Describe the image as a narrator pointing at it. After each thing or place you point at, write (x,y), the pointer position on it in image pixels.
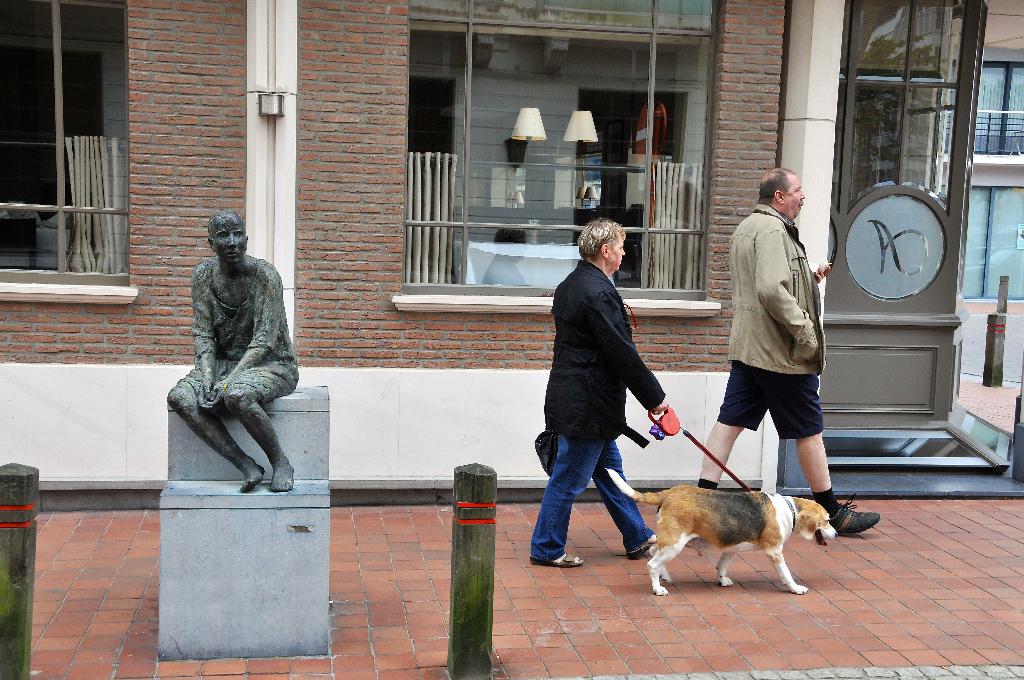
The picture is taken outside a building (342,121). On the left (241,299) there is a statue (244,325) of a person (244,340). In the right (733,396) one man (770,294) wearing a jacket (760,279) is walking on the street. Behind him another person (600,326) wearing black jacket (600,364) is holding a strap (668,431) which is attached to a dog (694,521). In the background (430,49) there is building (795,156).
